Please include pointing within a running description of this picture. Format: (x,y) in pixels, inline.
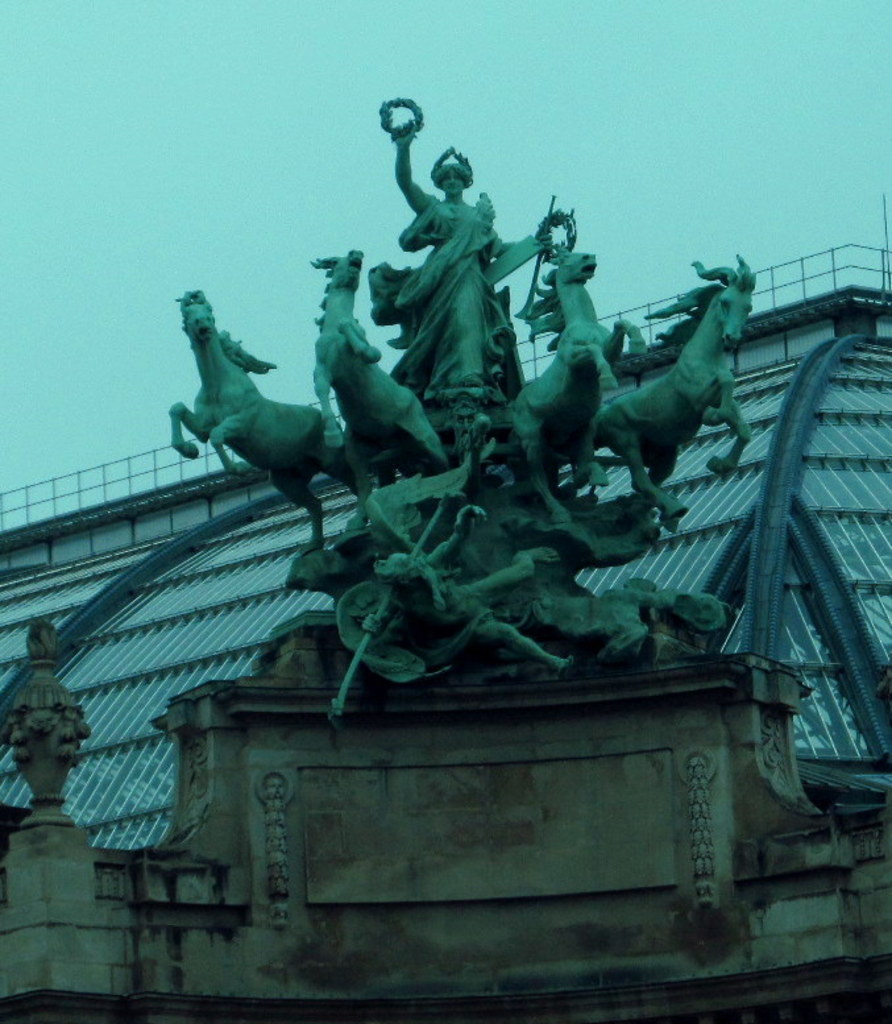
This image is taken outdoors. At the top of the image (295,118) there is the sky (449,75). In the background (760,584) there is an architecture (136,592) with many grills (115,570). In the middle of the image (548,515) there are a few sculptures (429,442) of horses (398,412) and a woman (454,321). At the bottom of the image (425,865) there is a wall (546,804) and there are a few carvings (194,755) on the wall (696,669).
